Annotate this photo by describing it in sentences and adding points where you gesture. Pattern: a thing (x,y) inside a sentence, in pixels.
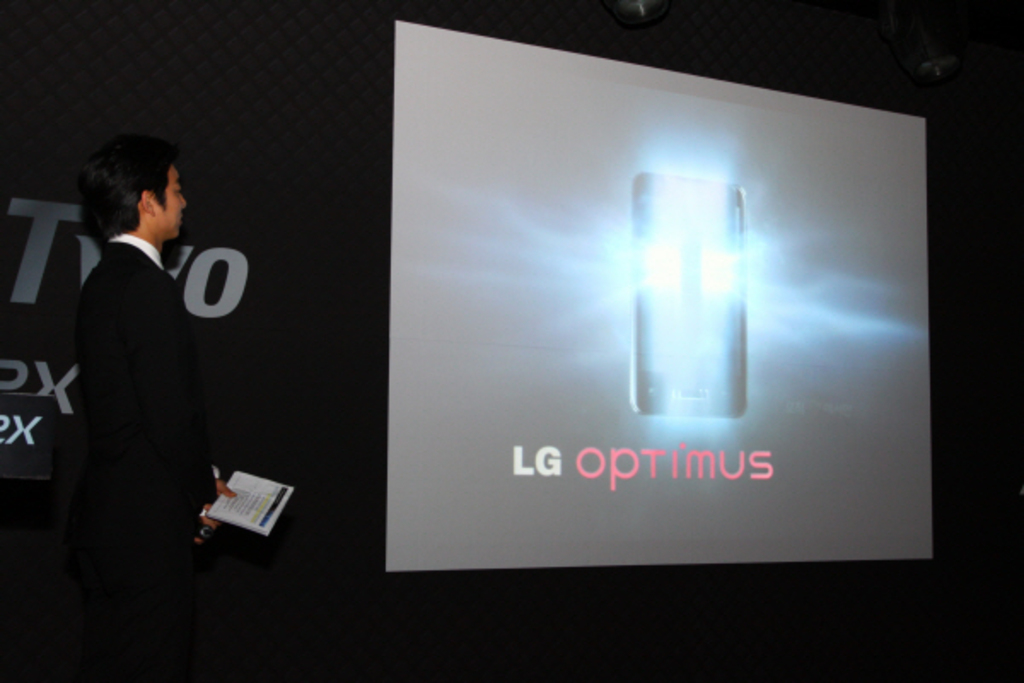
On the left (134,283) there is a man (100,392) standing and holding a microphone (210,533) and a book (228,490) in his hand (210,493). In the background (424,257) there is a hoarding (369,235) and a screen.
